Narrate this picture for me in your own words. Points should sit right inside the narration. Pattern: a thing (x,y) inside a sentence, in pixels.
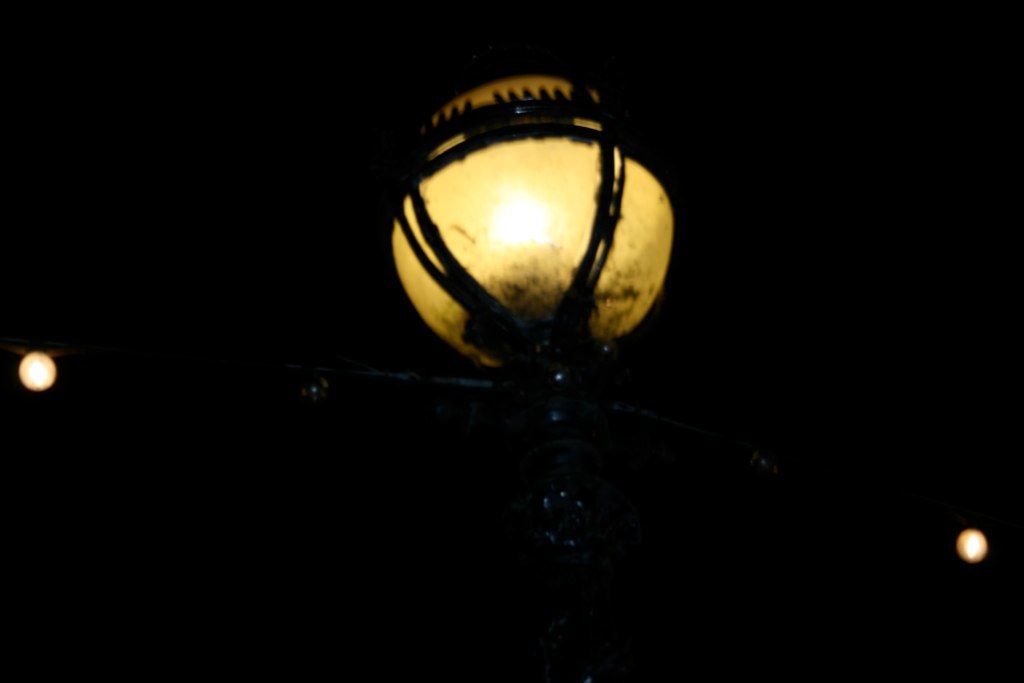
In this image, I can see a light (668,226) on the pole (580,642) and there are other two lights (33,370) on the left side (32,352) and on the right side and the background (847,238) is the black.
